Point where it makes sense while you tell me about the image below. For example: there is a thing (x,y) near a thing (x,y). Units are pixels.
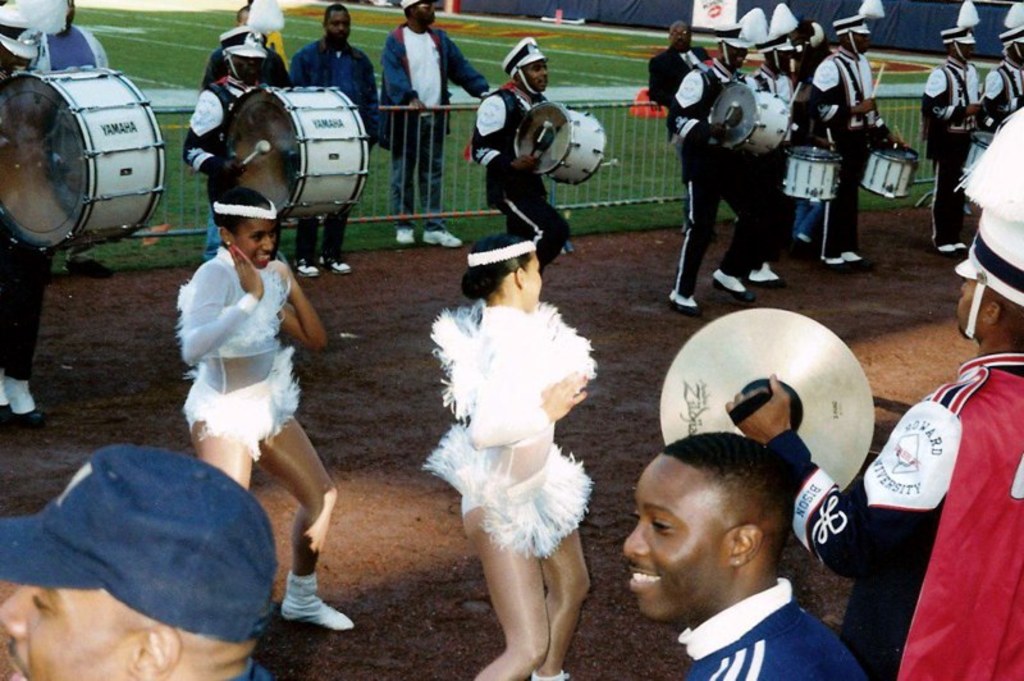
These two women (506,382) are dancing and wore white dress (246,301). These persons (200,136) are playing musical drums (759,129). Grass (595,78) is in green color. Far these persons (425,63) are standing.
